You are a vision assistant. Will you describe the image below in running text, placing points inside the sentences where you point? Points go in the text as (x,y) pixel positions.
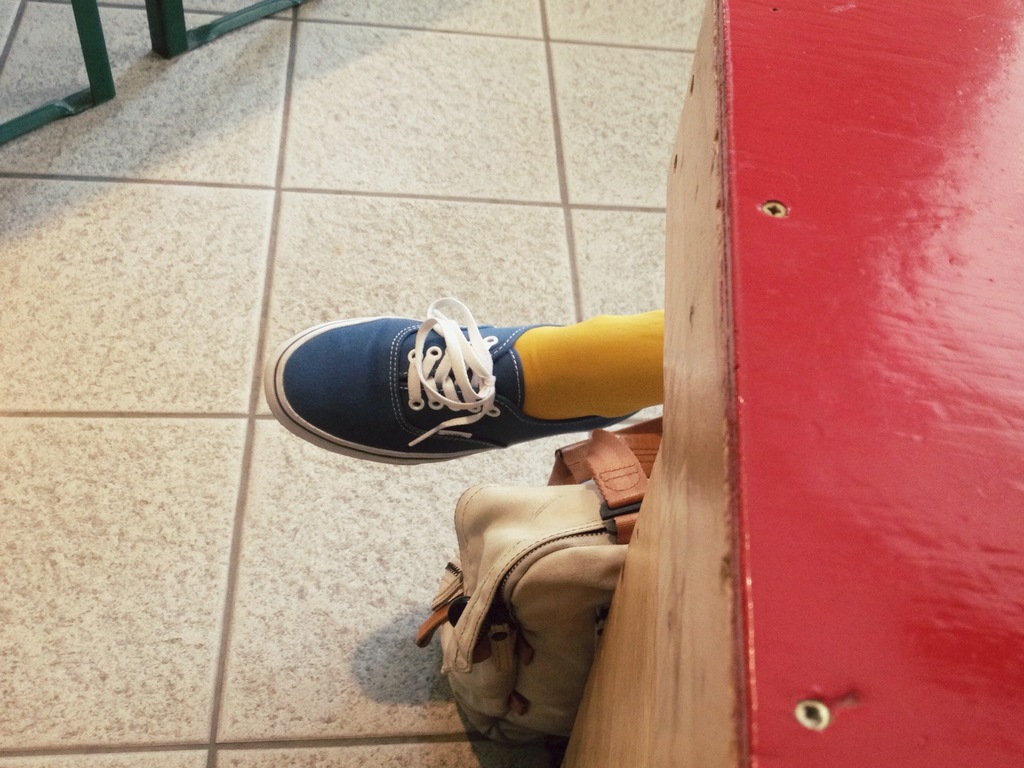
On the right side of the image (738,570) there is a table (771,184). We can see the leg (499,377) of a person (513,370). Beside the leg (556,351) there is a bag (551,584). On the left side of the image (99,80) there are metal rods (214,26). At the bottom of the image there is a floor (383,151).
